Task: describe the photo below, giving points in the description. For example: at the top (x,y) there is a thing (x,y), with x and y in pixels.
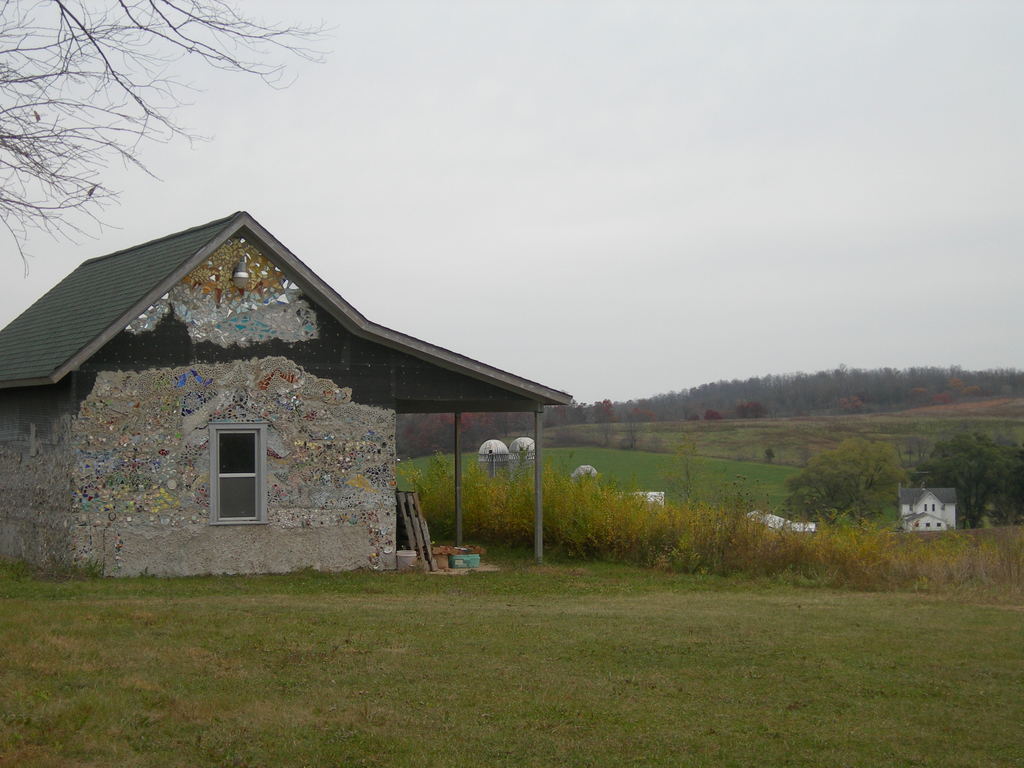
In this picture I can see buildings (25,529), there are plants (655,515), trees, and in the background (590,260) there is the sky (656,278).
